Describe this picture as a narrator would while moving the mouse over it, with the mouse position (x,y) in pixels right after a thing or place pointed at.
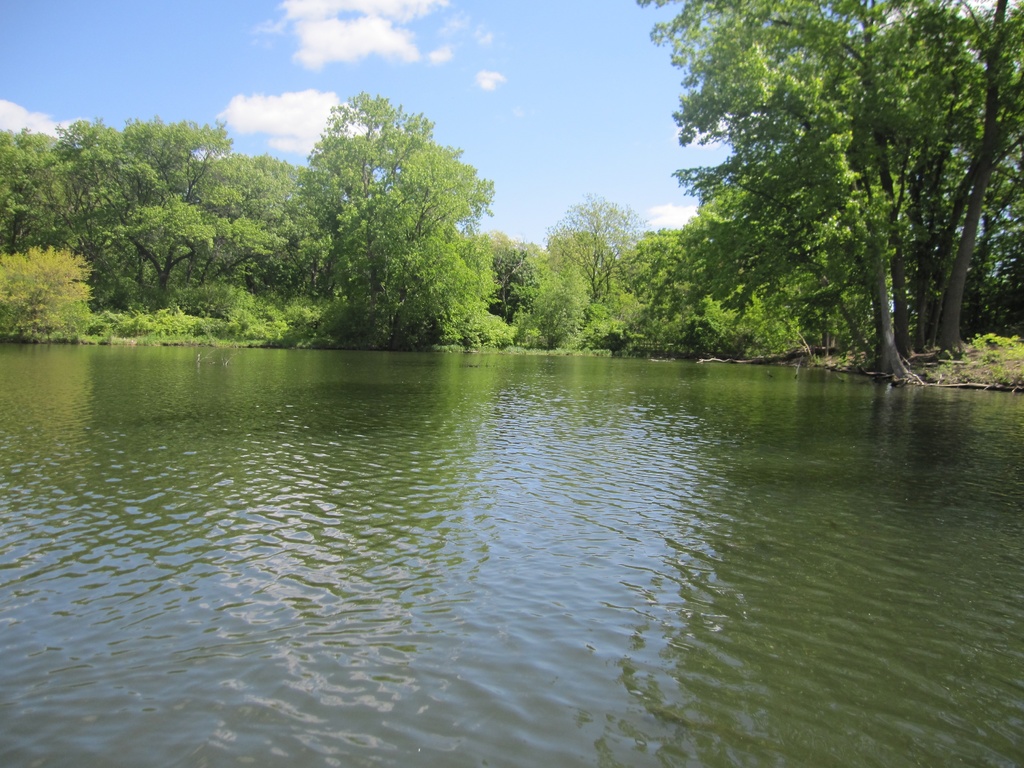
There is a surface of water (374,549) at the bottom of this image (462,547). We can see trees (508,293) in the middle of this image (605,299). The cloudy sky (480,170) is in the background (435,109).
